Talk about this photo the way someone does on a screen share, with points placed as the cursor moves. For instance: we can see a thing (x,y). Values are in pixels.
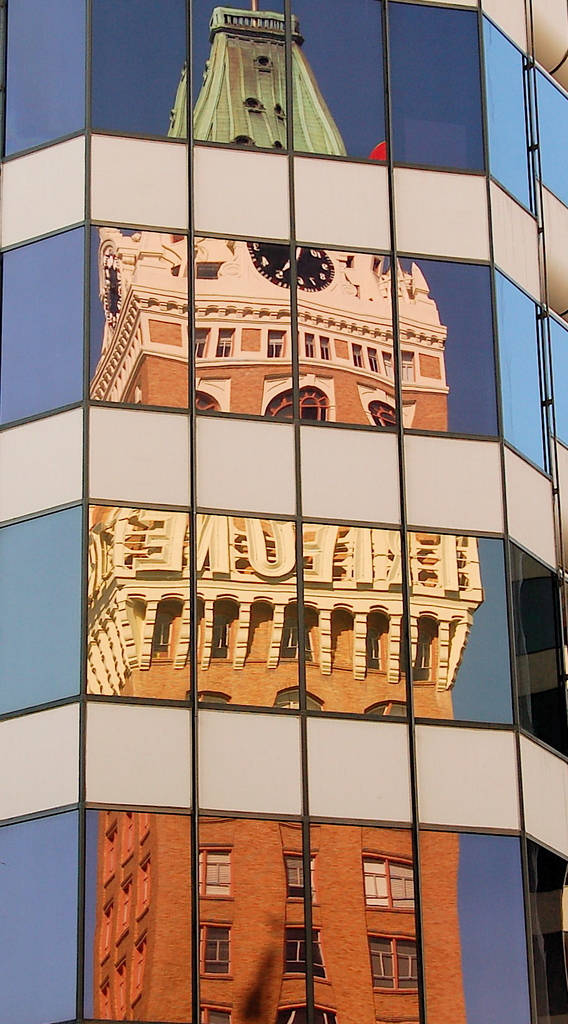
In this picture in the center (215,559) there is a building (212,562) with glasses (201,540) on it and on the building (291,718) there is a reflection (318,830) of a tower (292,524).
